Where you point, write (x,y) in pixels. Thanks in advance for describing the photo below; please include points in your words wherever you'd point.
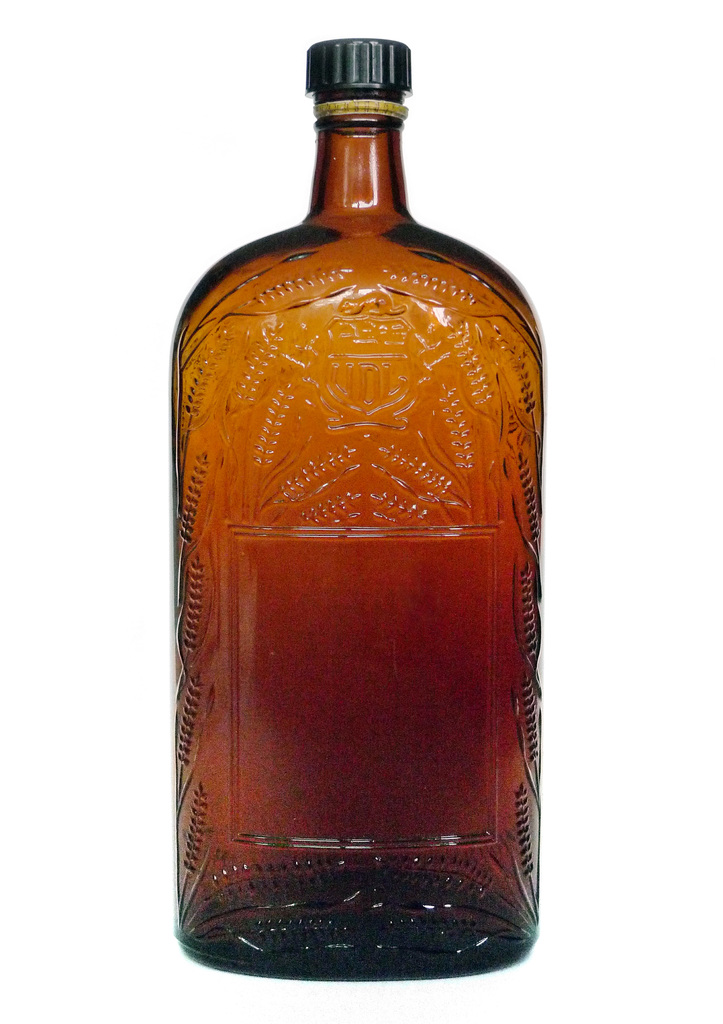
This bottle (416,343) is highlighted in this picture. It has a black cap (351,45).
